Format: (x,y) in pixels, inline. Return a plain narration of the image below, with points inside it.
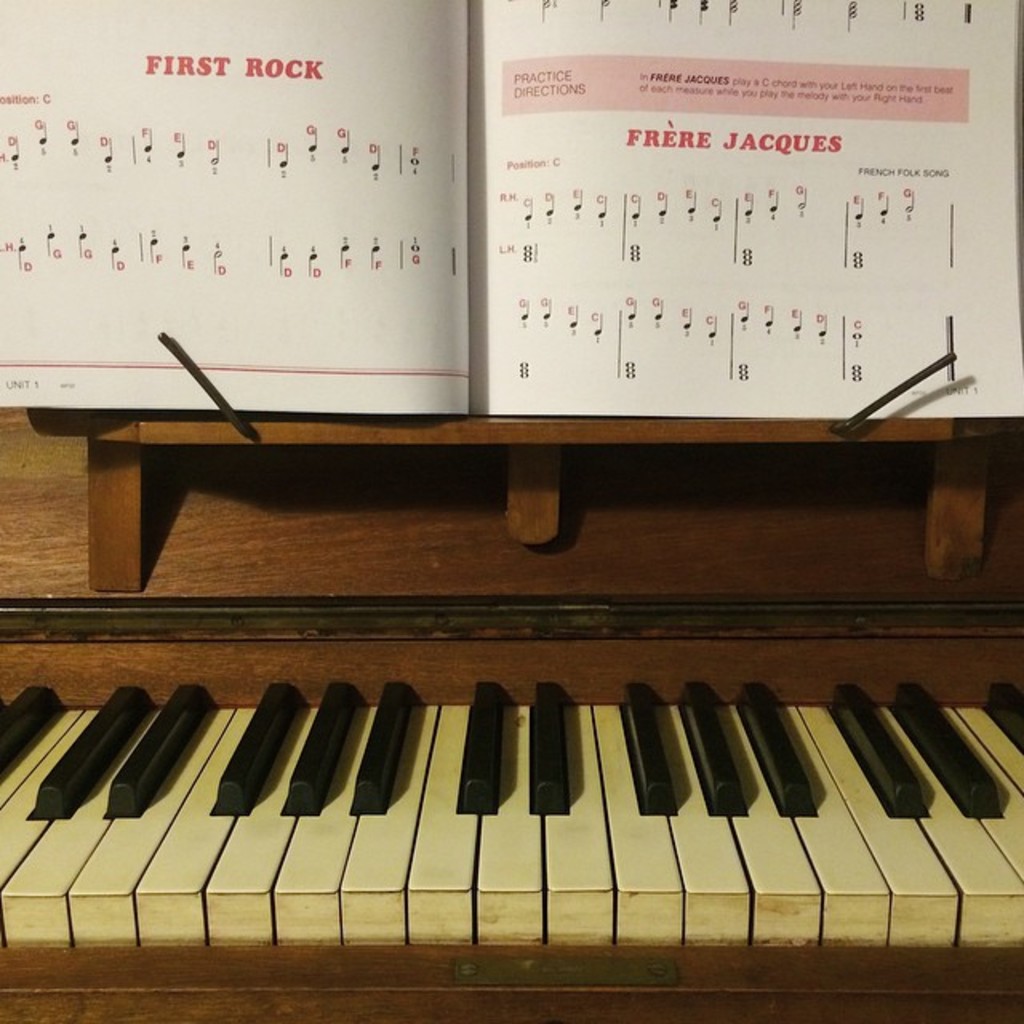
In this picture we can see a piano (681,819) and there is a book (734,164).
